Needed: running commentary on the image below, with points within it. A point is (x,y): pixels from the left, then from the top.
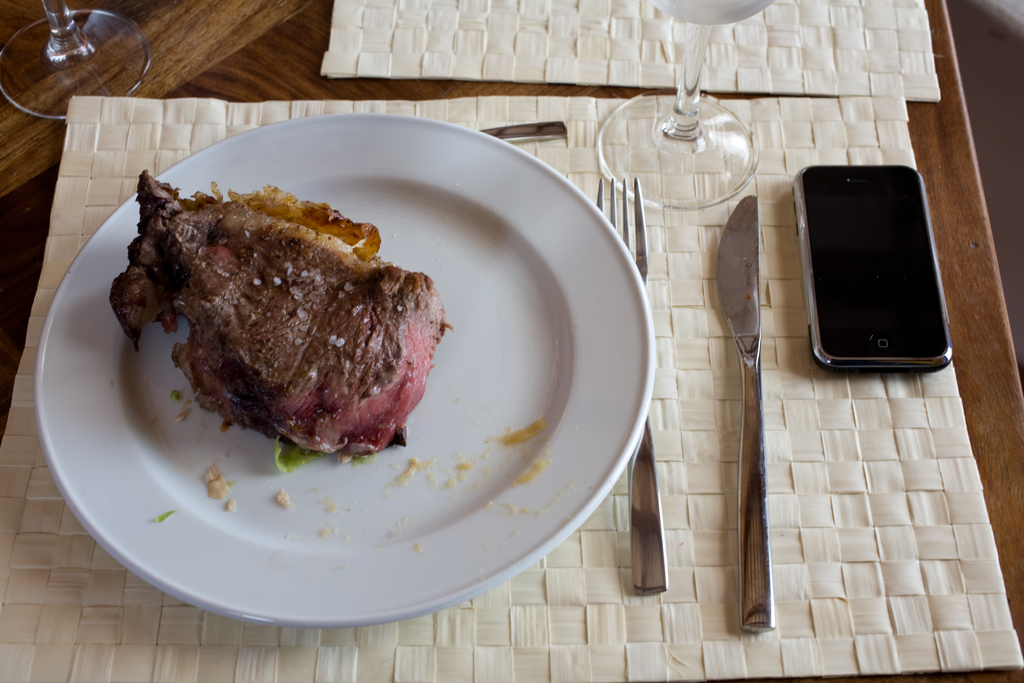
This picture contain a table (257,58) on which plate (105,299) containing food (365,333), fork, knife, glass (679,9) and mobile phone (915,256) are placed.
